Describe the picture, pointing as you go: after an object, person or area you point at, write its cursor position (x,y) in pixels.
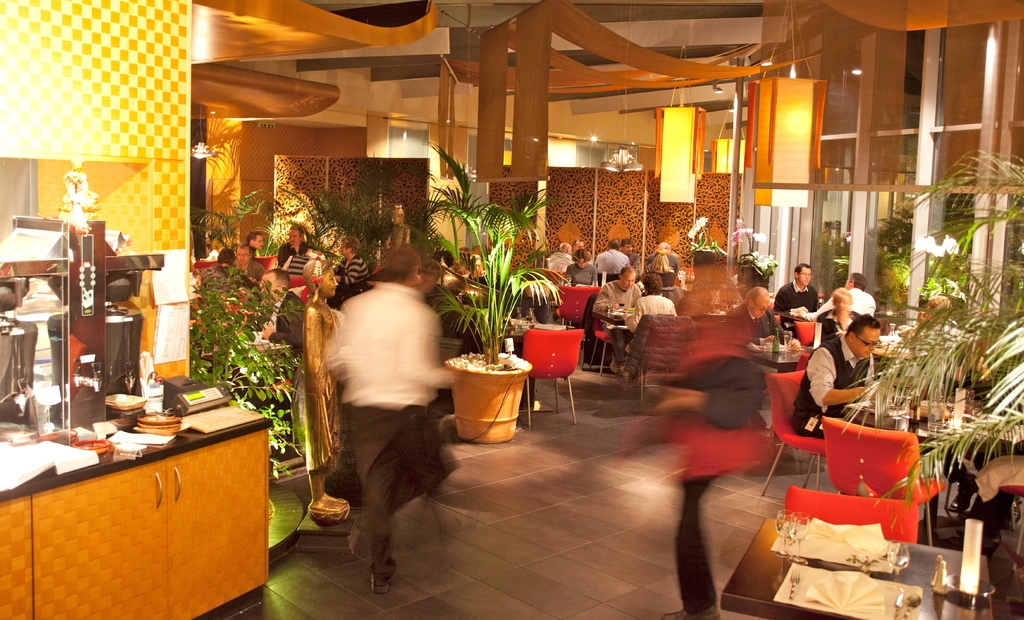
In this image there are group of persons (412,338) who are sitting and standing in a hotel (151,241).
